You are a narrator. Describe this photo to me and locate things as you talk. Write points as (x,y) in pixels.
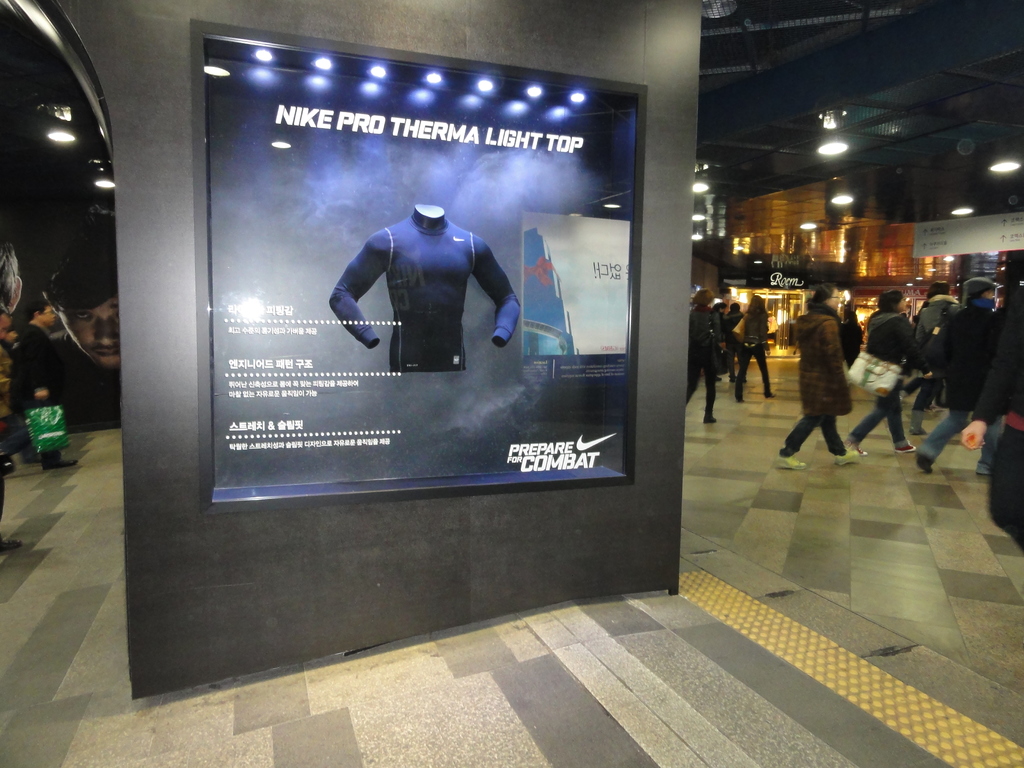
This is an inside view. On the left side (292,468) there is a board (293,480) placed on the floor (536,703). On the board (392,118), I can see some text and an image (436,359) of a mannequin (415,279). In the background (979,389), I can see few people (724,346) are walking on the floor (778,556). At the top (1019,166), I can see few lights (833,115).
